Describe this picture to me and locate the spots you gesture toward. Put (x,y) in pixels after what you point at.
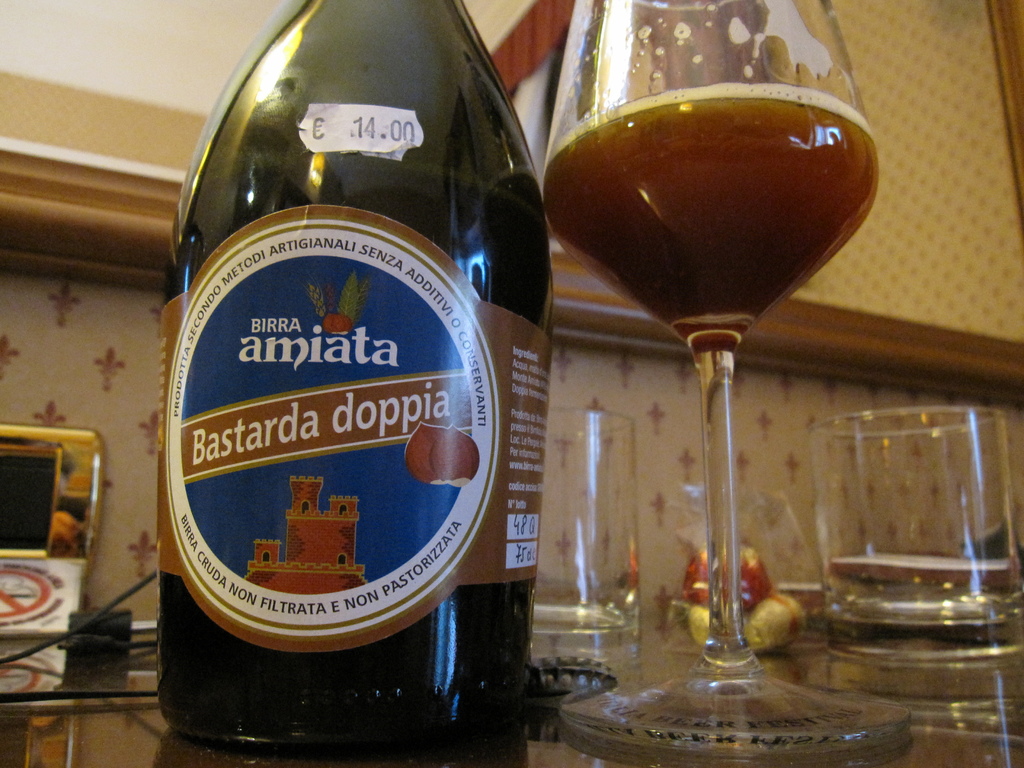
In this image we can see a group of objects (463,648) on a surface (547,699). Behind the objects (82,429) we can see a wall (23,298) and a wooden frame (643,330) is attached to the wall (29,329).
